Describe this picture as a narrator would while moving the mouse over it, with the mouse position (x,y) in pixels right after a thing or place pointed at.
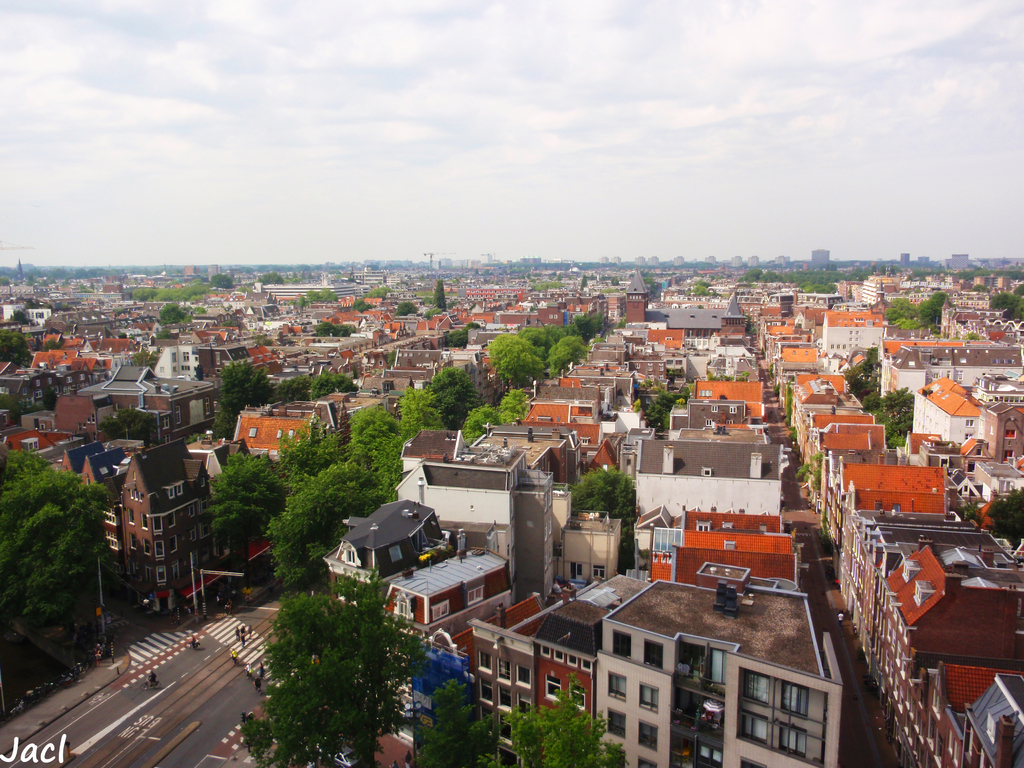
In this image we can see some houses (456,456) and buildings (417,506), there are some persons (249,673), roads (219,674), poles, also we can see the sky (651,137).
